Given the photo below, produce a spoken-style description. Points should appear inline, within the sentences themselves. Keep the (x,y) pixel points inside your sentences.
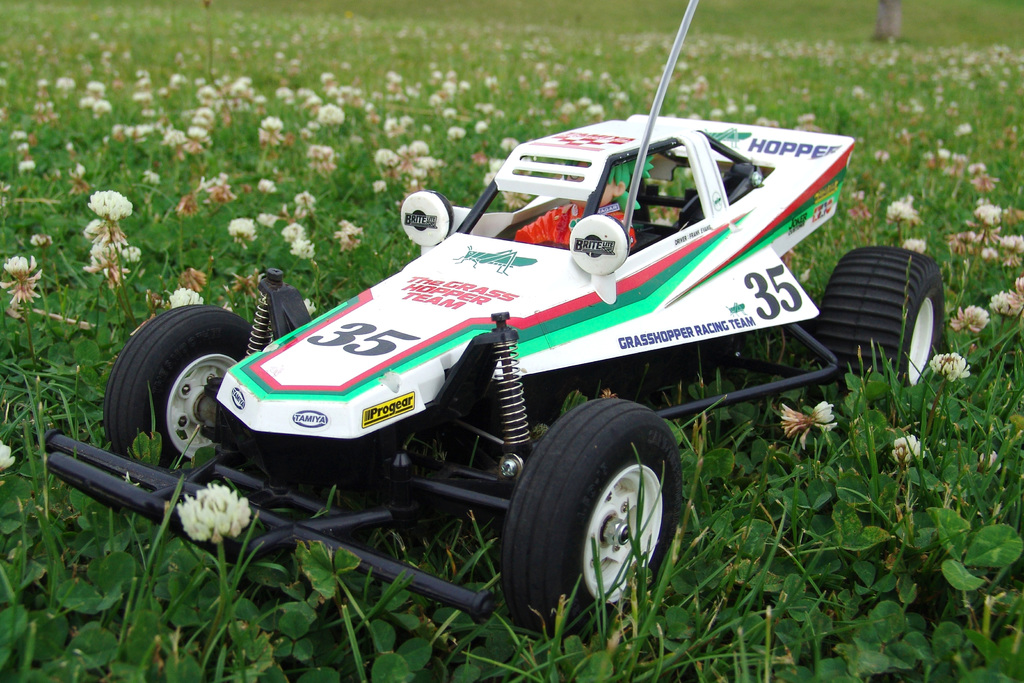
This picture contains a toy sports car (461,447) with some text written on it, is placed in the garden (842,511) and we even see a man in the red shirt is sitting in the car (640,301). In the background (224,168), we see the flowered plants (378,117) and it is blurred.
